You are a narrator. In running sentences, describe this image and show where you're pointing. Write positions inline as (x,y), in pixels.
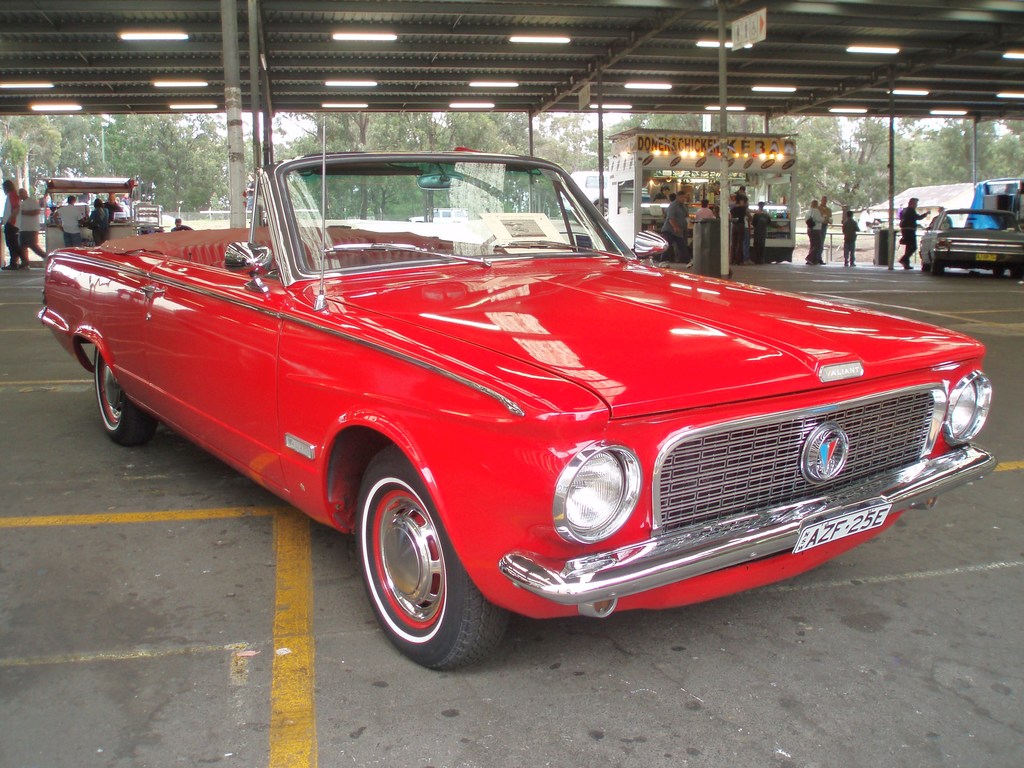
In this image, we can see vehicles (345,239) on the road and in the background (621,194), there are sheds (62,193), people (742,203), lights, poles (234,132), boards (662,144) and there are trees (548,133). At the top (397,39), there is a roof (399,54).
